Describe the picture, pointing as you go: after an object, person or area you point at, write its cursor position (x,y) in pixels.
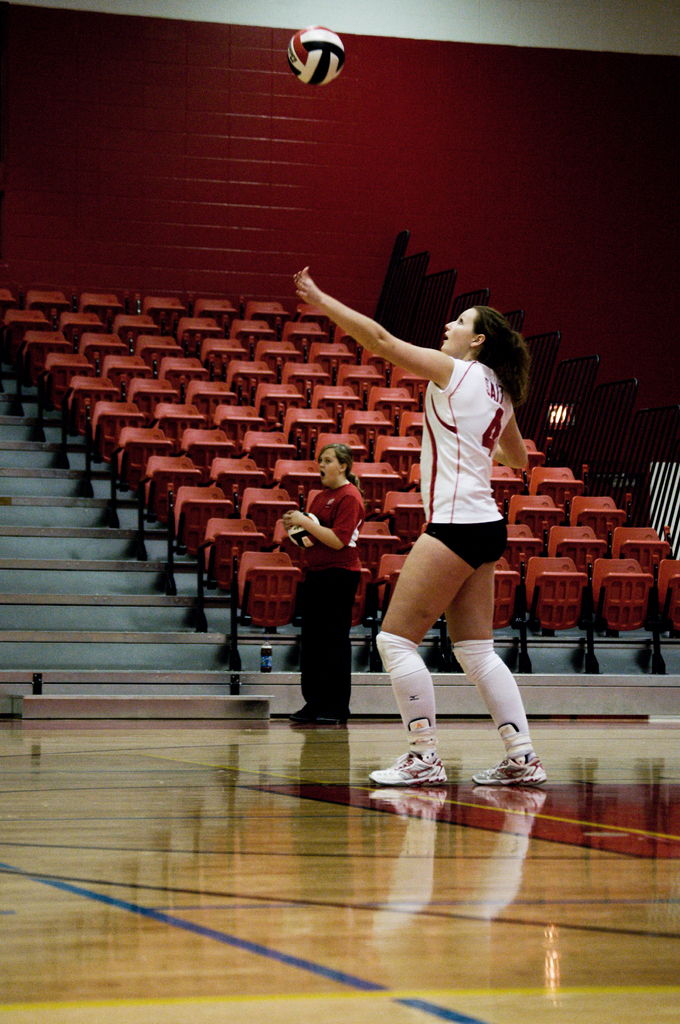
In the image we can see two women (317,715) wearing clothes (339,523) and shoes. Here we can see two volley balls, chairs (310,378) and stairs (52,575). We can even see volleyball court (368,872), fence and the wall (571,347).
